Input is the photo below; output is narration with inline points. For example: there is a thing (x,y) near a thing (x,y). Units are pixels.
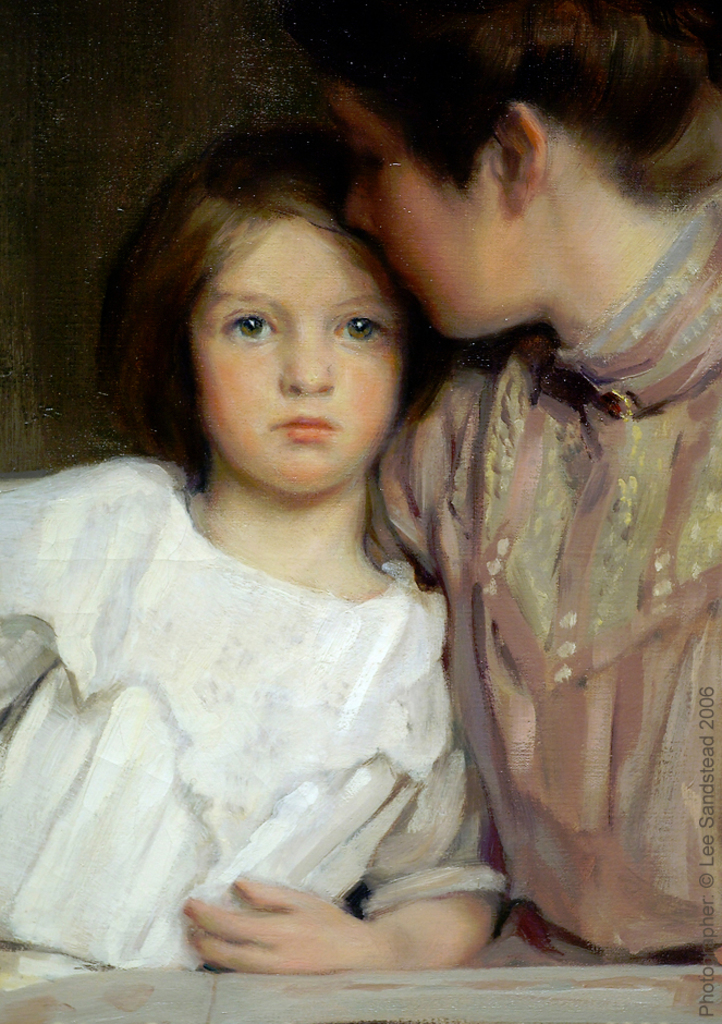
In the picture there are two people (254,719), the first person (507,278) is giving a peck on the second person's forehead (346,260), it is a painting.
